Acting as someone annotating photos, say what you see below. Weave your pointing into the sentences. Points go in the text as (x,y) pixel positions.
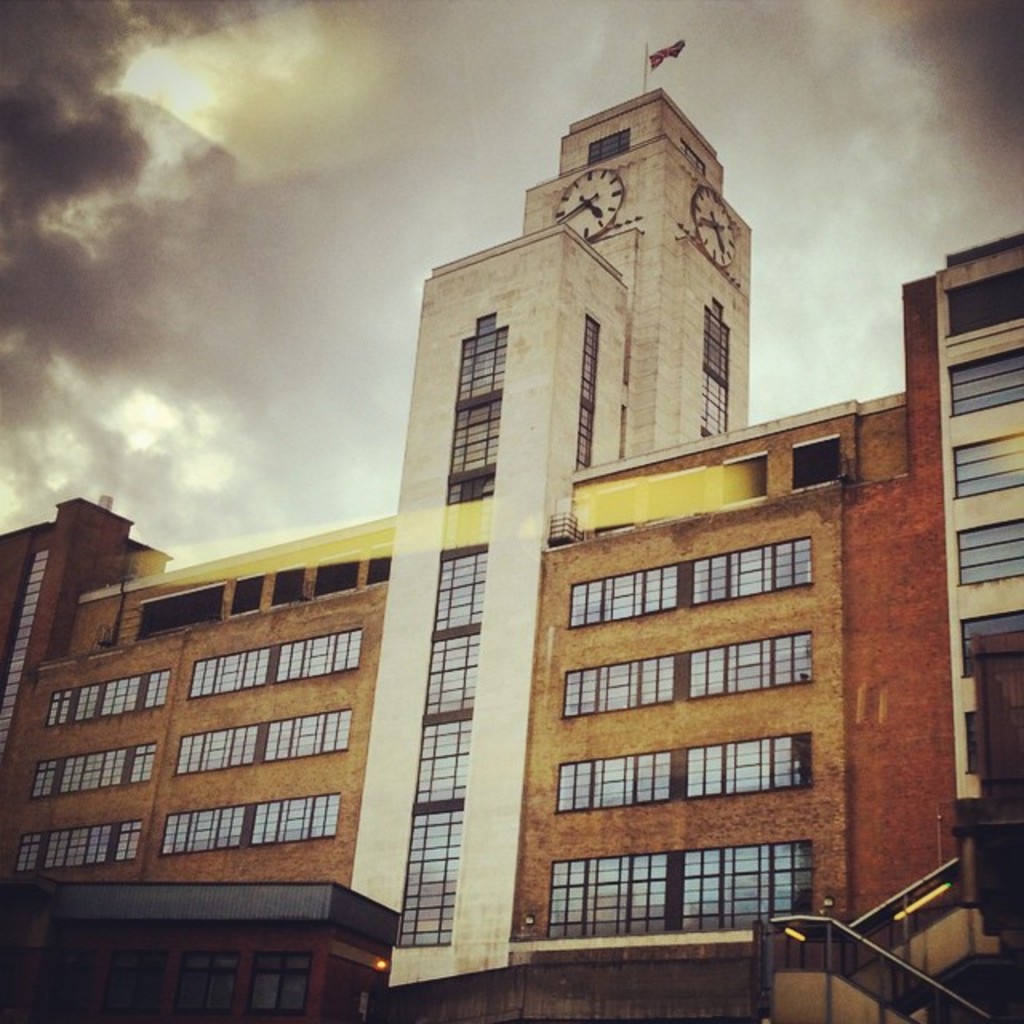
In this image there are buildings (695,494). In the background (815,239) there is sky (286,214).
